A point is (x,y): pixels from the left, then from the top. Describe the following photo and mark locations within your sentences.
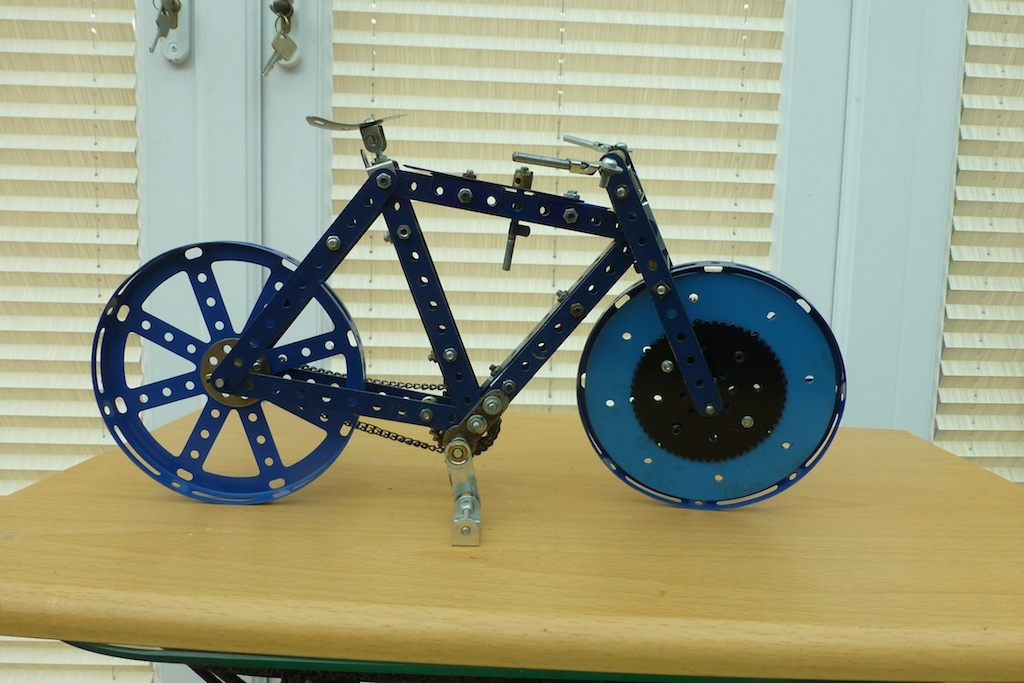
In this picture I can see a toy bicycle (587,434) is placed on the wooden table (629,554), behind we can see the window (538,80).
